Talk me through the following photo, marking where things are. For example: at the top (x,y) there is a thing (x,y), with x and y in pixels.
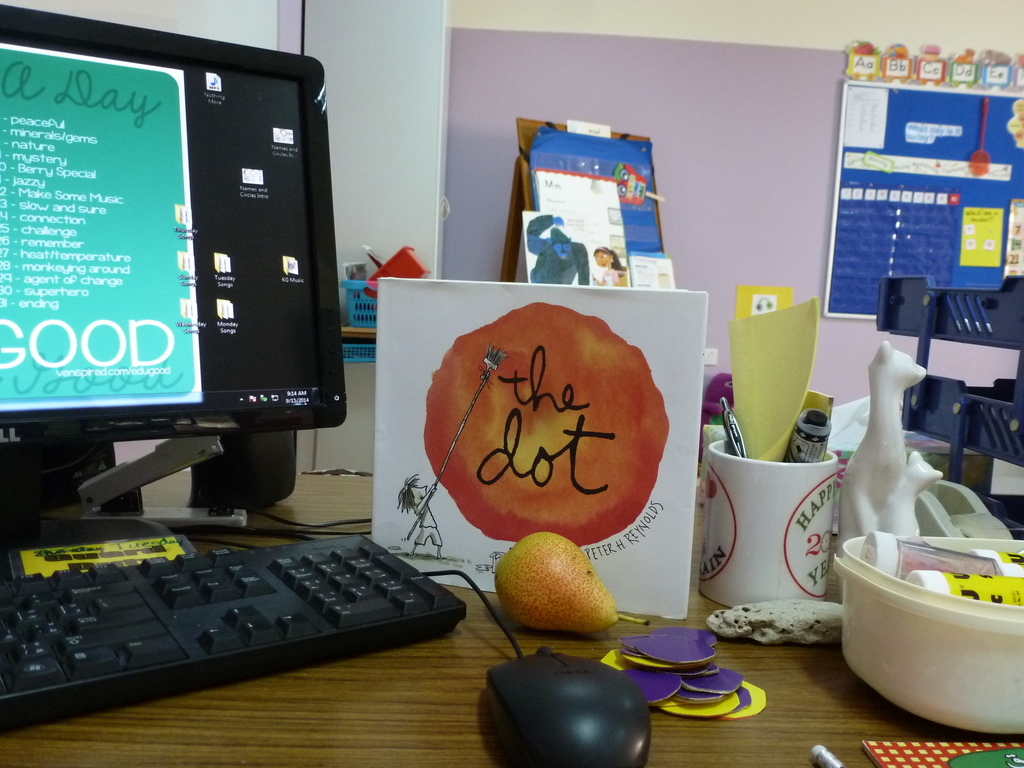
This is the picture taken in a room (324,669), this is a wooden table (367,701) on the table (429,734) there mouse (494,672), keyboard (246,570), monitor (283,307), board (487,428), cup (784,539), fruits (593,597), bowl (924,617) and toy (878,468). Behind the monitor (294,312) there is a wall (369,120).
